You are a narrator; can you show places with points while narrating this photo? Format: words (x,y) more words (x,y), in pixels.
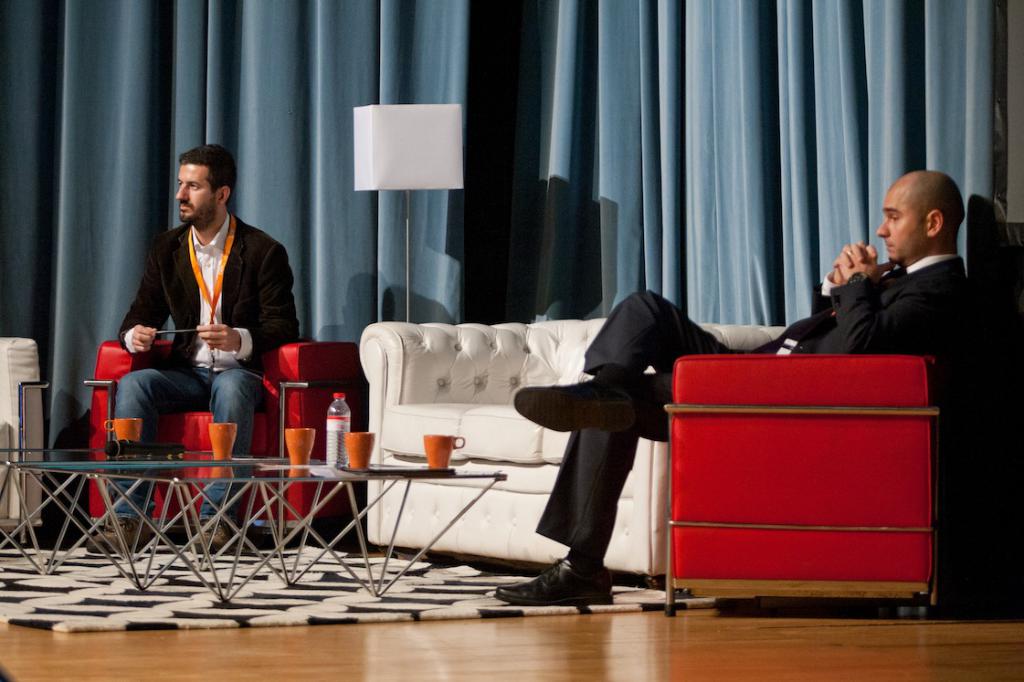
In this image I can see two men (900,307) and I can see both of them are sitting on red colour sofa chairs (774,423). Here I can see few tables (302,480) and on this table (323,467) I can see number of orange colour glasses (309,457) and a bottle (344,408). I can also see white colour sofa (386,377), a lamp (412,186) and curtain (756,77) in background (766,104).
